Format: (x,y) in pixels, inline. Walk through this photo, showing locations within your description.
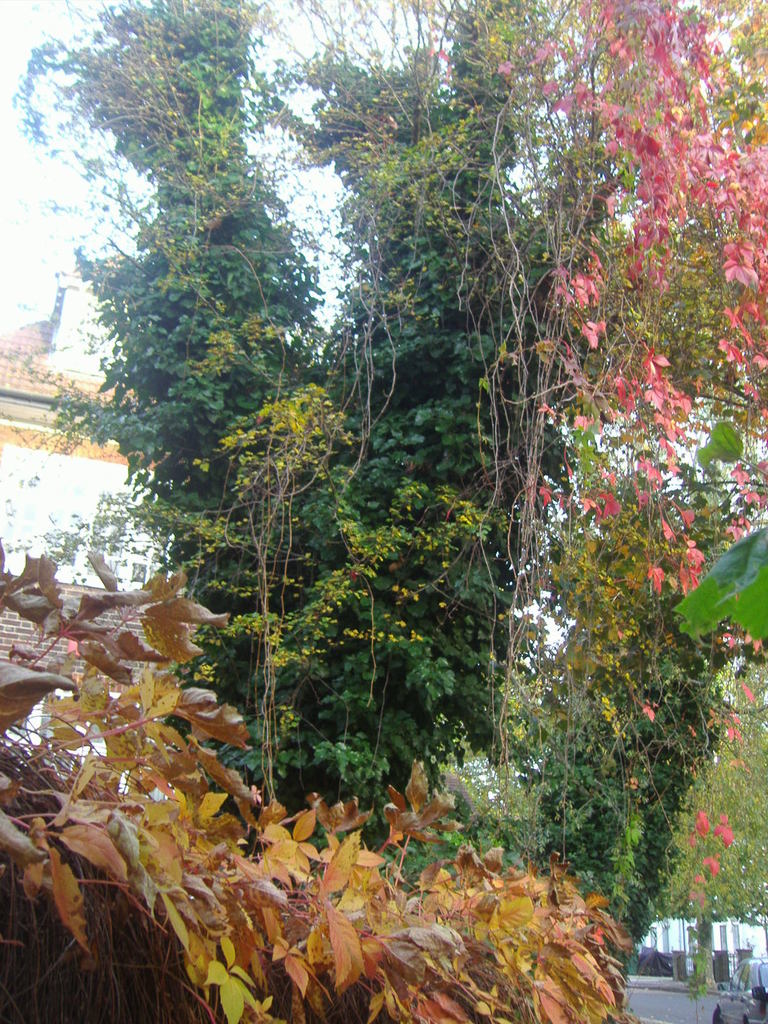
This picture is clicked outside. In the foreground (189,808) we can see the dry leaves (244,997) and the trees (534,367). In the background (67,427) there is a sky (24,214), building (112,478) and a vehicle (741,995) and some other objects (717,971).
